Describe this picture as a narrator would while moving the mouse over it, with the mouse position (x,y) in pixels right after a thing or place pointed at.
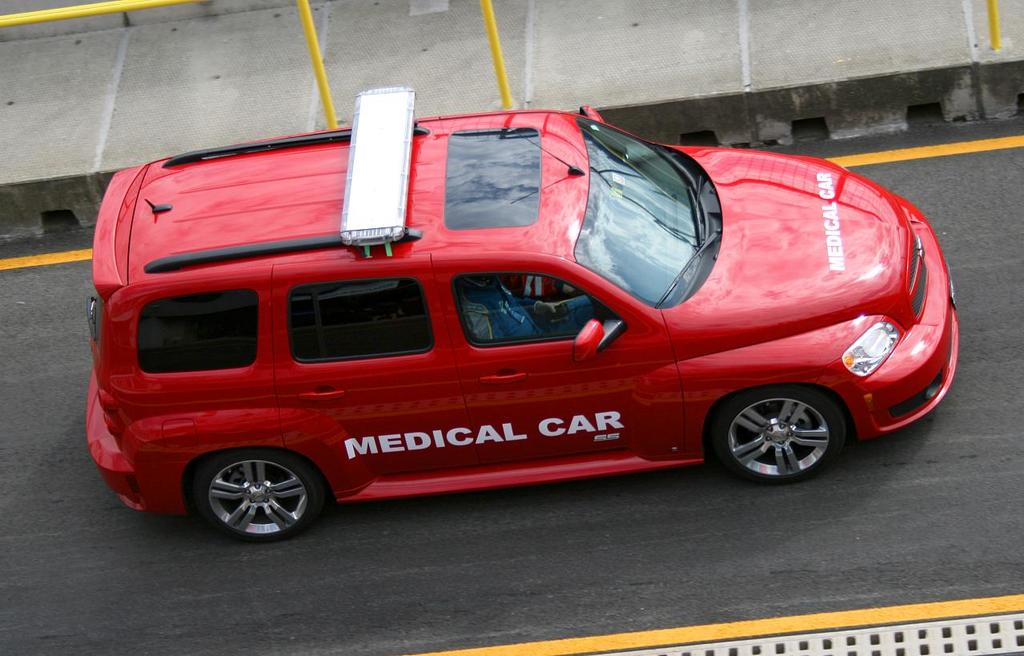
In this image, I can see a person (496,329) sitting in the car (383,461), which is on the road (707,551). At the top of the image (99,14), there are iron rods (86,8) on the pathway (561,44).
